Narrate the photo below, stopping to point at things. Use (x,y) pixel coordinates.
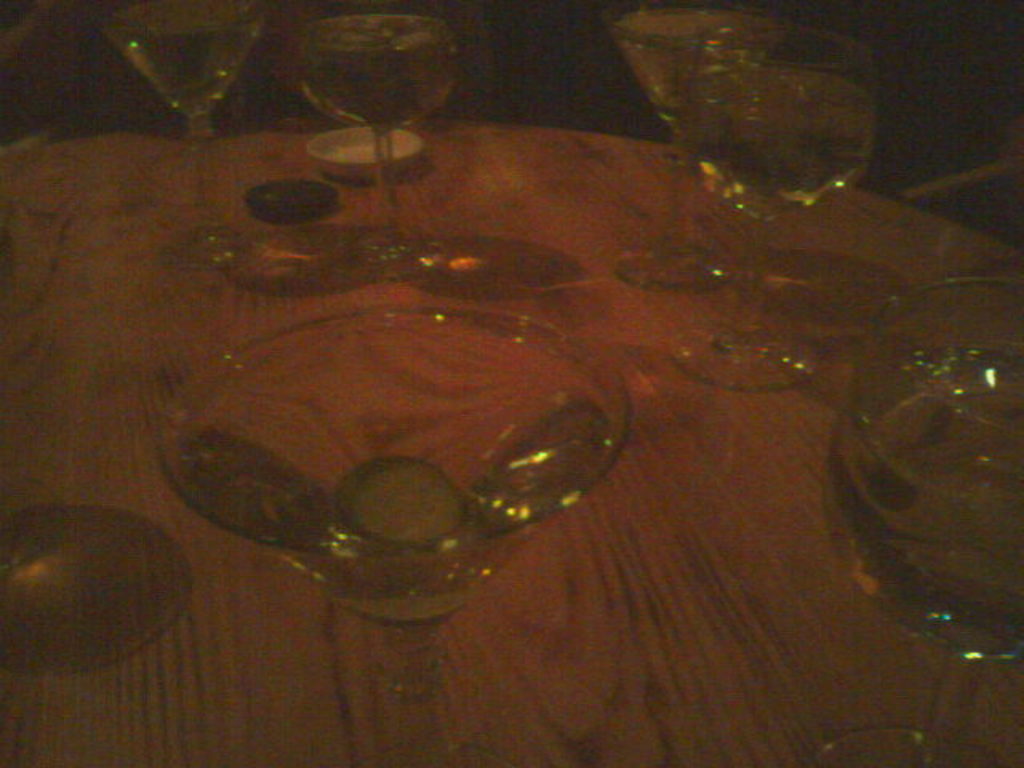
In this image we can see glasses (219,470) and some objects (304,200) on the wooden surface (345,687).
